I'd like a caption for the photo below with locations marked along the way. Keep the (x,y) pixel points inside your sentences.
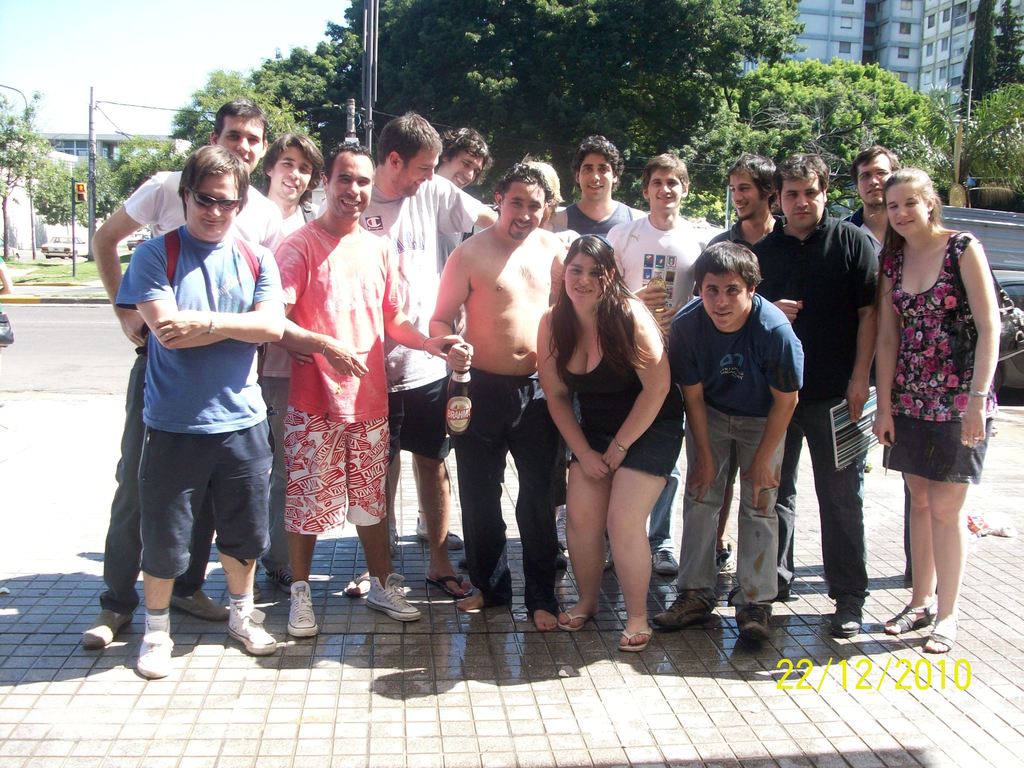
In this picture I can observe men (237,395) and women (638,524) standing on the floor (105,542). In the background (757,132) I can observe trees (729,76) and building (847,44).
